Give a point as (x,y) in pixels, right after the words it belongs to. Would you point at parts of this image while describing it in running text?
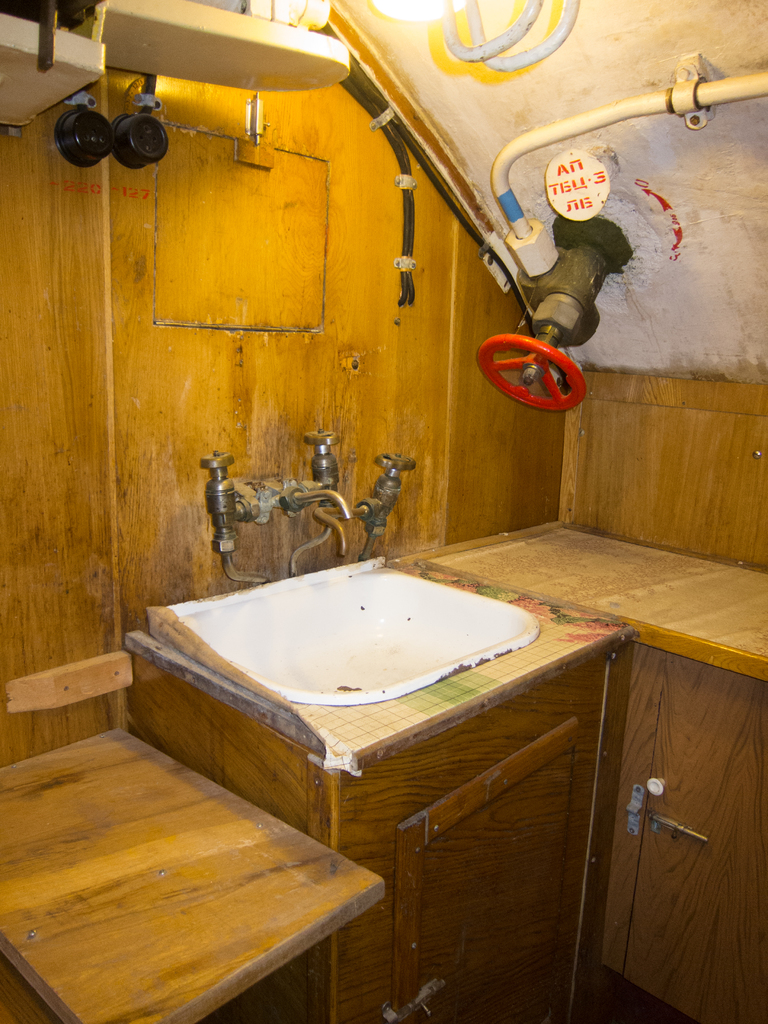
In the foreground of this image (598,808), there is a sink (430,654), few wooden cupboards (560,892), wooden slab (672,576), a circular regulator (570,358) like an object (531,291) on the wall (557,241), few pipes (750,87), a light (406,1) at the top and two black color objects (66,148) on the wall (64,241) on the left (69,129).
